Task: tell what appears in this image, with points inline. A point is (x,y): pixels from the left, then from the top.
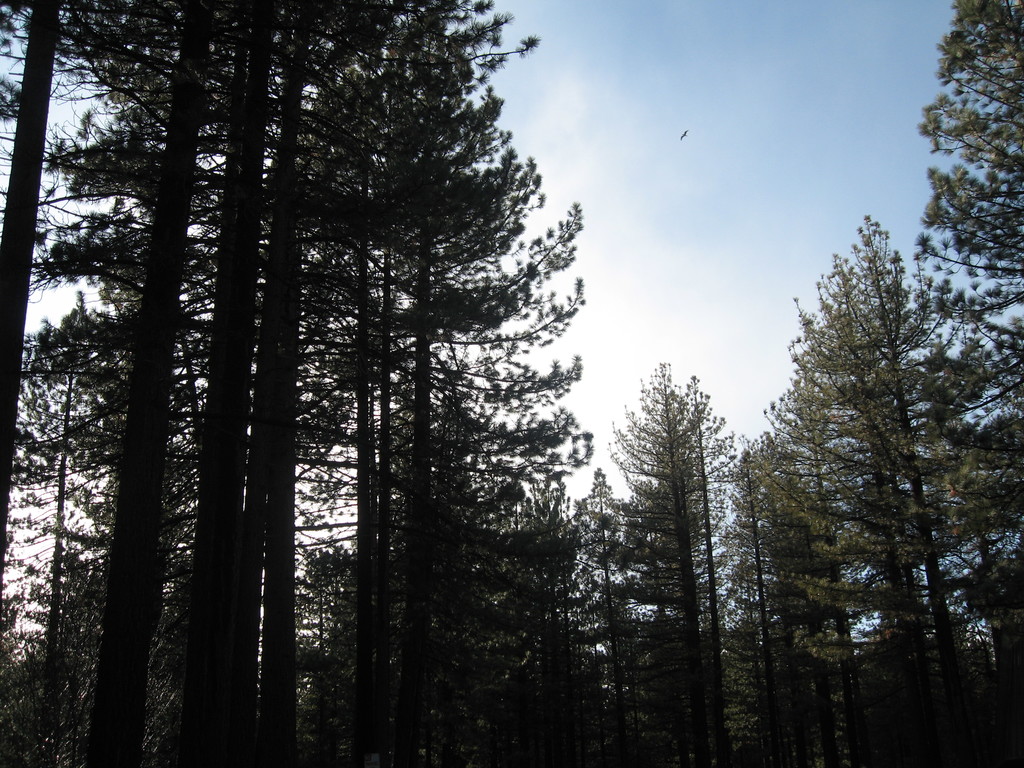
In the picture I can see trees (424,597). In the background (649,197) I can see a bird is flying in the air and the sky (683,288).
